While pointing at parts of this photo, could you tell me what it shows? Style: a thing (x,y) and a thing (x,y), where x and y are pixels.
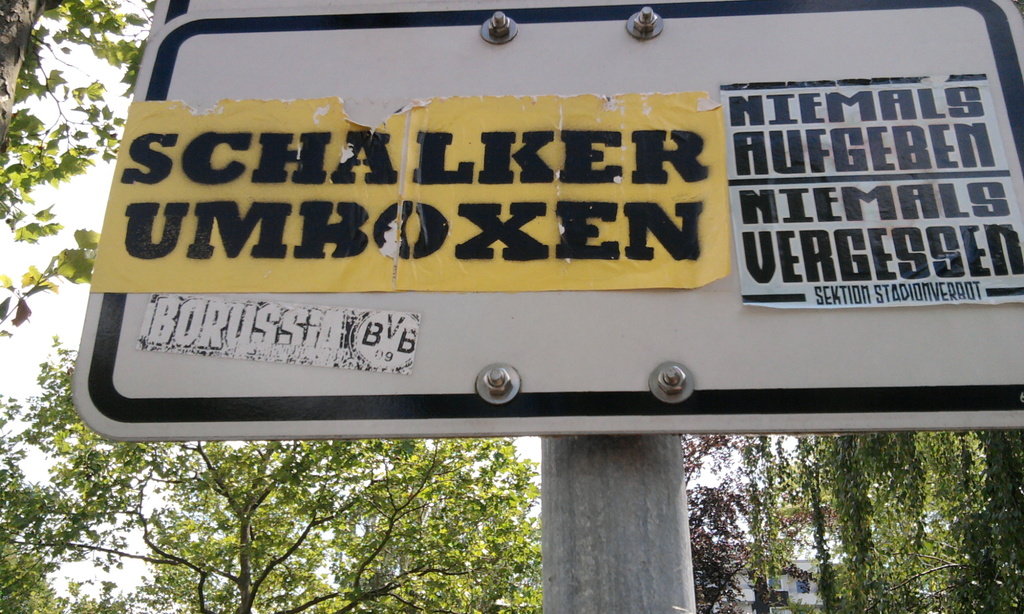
Here in this picture we can see a board (866,409), which is present on a pole (576,598) over there and we can see some posters (409,213) stuck on it and behind it we can see trees (279,455) present all over there.
